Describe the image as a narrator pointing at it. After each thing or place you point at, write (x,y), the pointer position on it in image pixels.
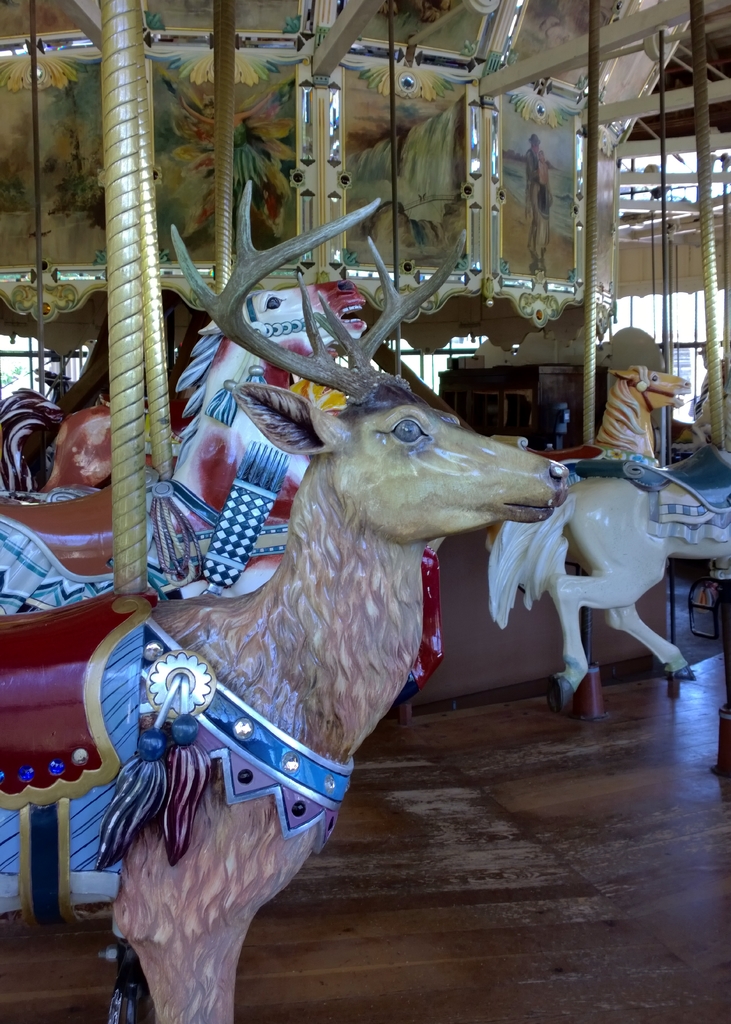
In this image there are exhibition rides (293,569), rods (141,558), pictures (64,189), wooden floor (414,739) and objects (387,353).
